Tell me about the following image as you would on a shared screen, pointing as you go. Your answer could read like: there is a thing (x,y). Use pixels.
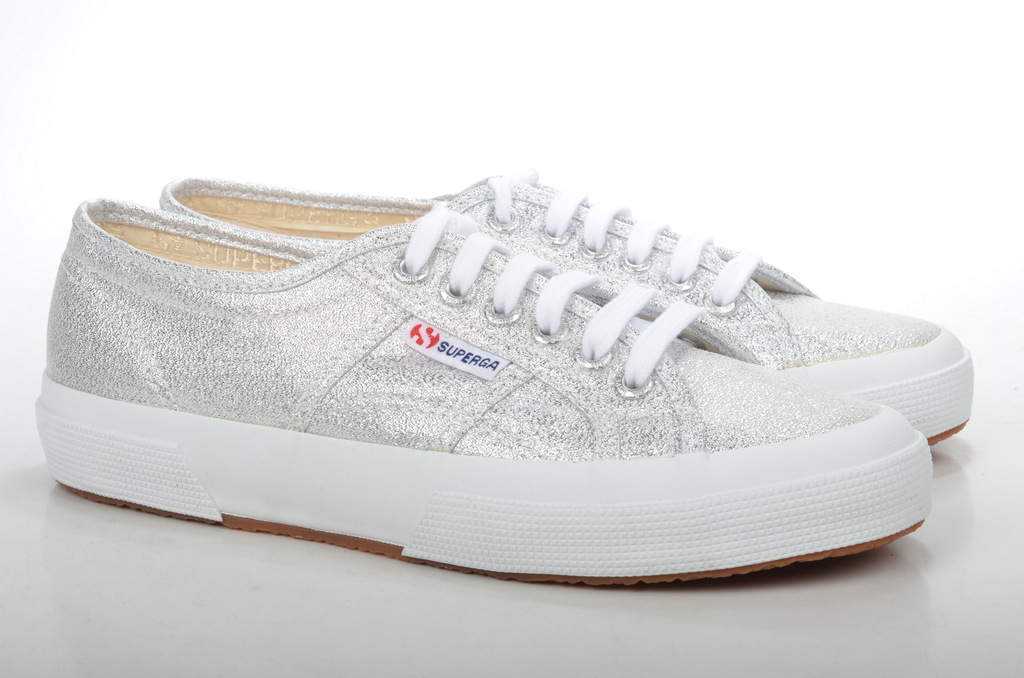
In this image we can see shoes (633,403) on a white color platform (480,637).
